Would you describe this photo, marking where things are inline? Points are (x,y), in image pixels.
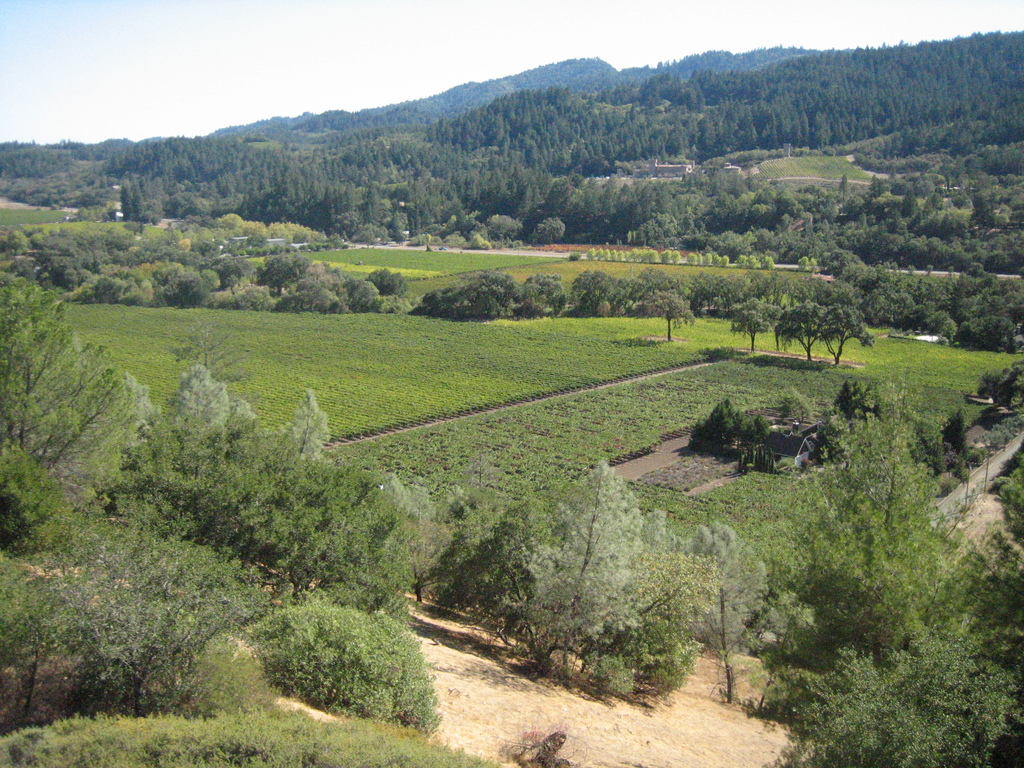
In this picture there are few trees (343,529) and the ground (439,356) is greenery (345,493).
